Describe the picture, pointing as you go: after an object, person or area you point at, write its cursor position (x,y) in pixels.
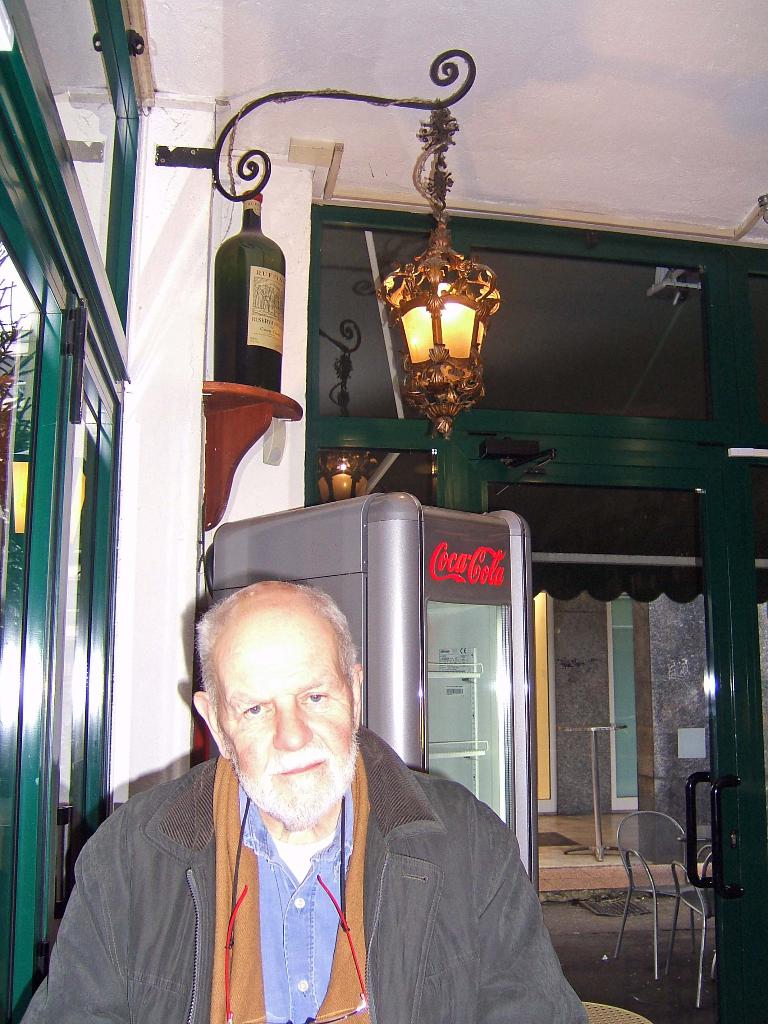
In this picture we can see a man (258,873), behind to him we can see a bottle (253,235), light (474,287), refrigerator (387,576) and few chairs (690,890).
